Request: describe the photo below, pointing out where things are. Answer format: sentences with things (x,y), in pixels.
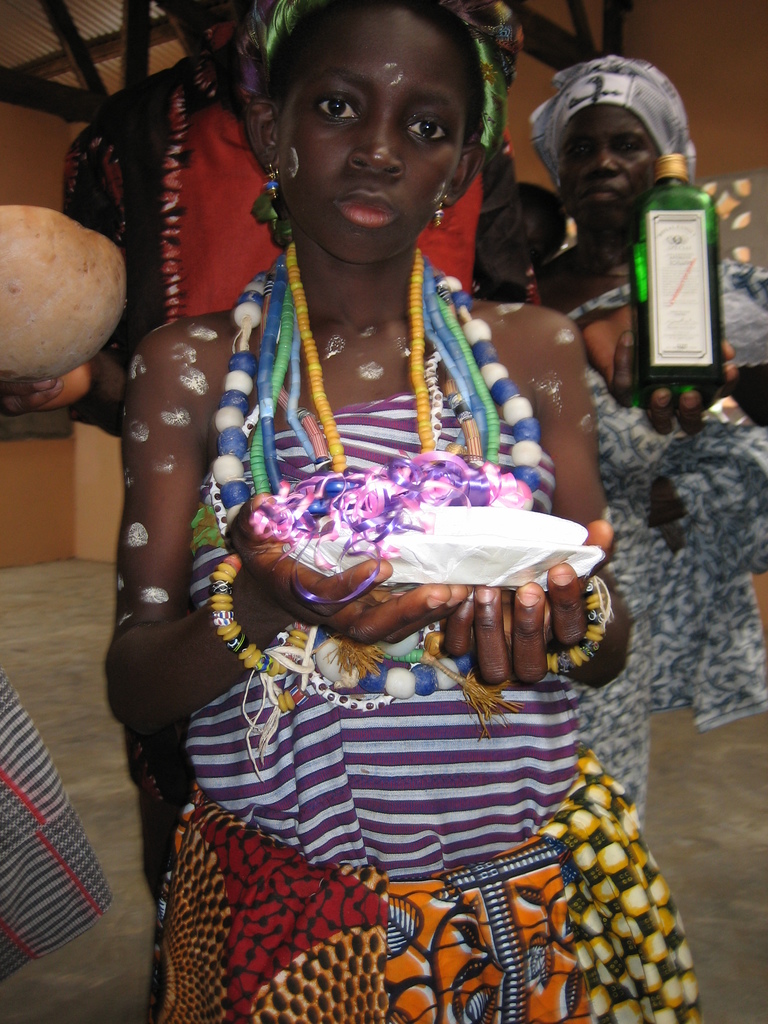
In this image we can see a group of people (591,192) wearing dress (283,733) are standing. Some persons (325,750) are holding objects (86,236) in their hands (385,587). In the background (595,1), we can see wood pieces (131,53), wall (595,1) and the roof (106,63).
